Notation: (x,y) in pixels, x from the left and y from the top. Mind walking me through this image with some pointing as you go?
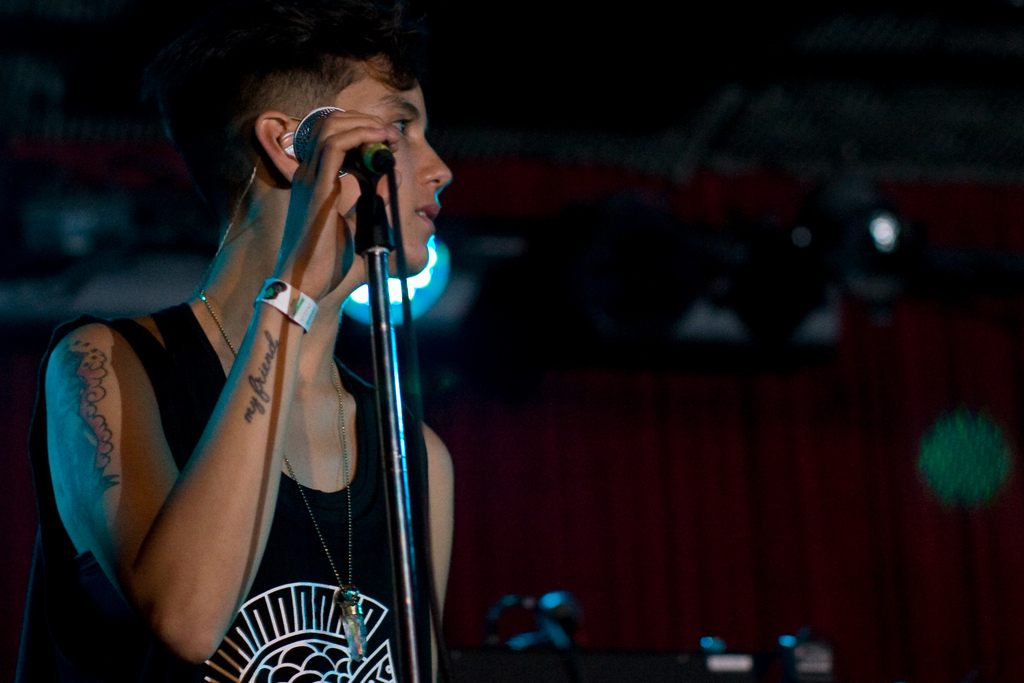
In this image I can see a man (375,454) is standing by holding the microphone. He wore black color top (307,490), there are tattoos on his body (248,436).
